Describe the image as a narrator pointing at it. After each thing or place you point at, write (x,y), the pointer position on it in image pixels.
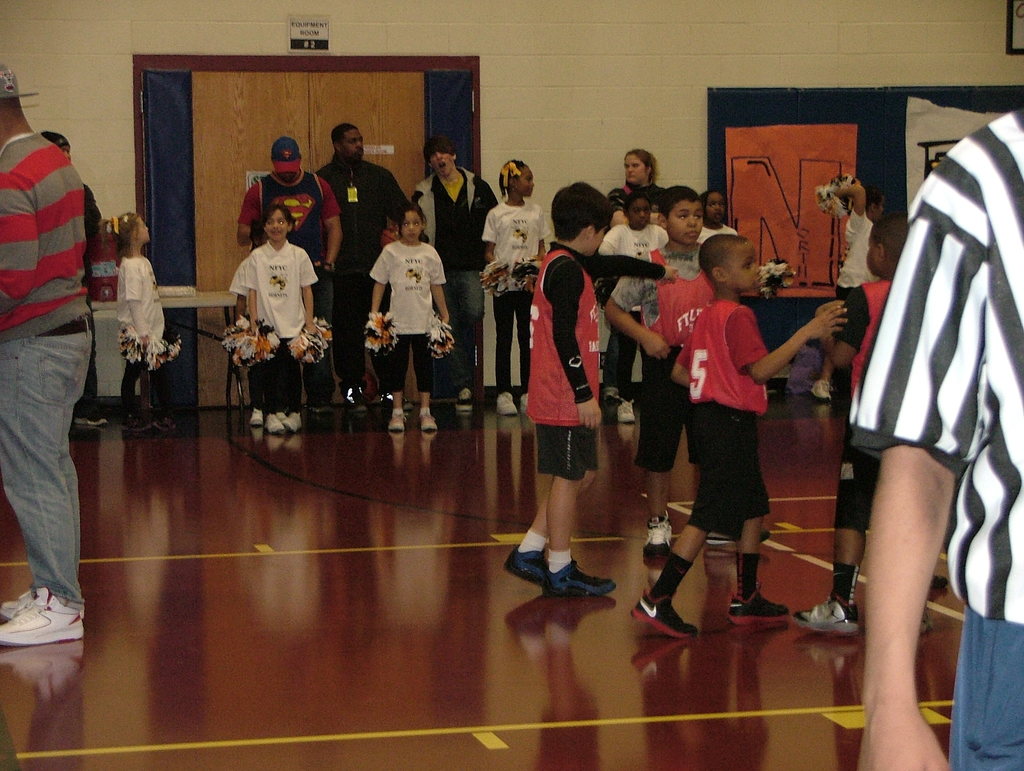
In this picture there are children (560,337) in the center of the image (400,314) and there are people (360,187) those who are standing in front of the door (202,189) and there are posters (753,184) on the right side of the image (784,254) and there are tables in the image.
